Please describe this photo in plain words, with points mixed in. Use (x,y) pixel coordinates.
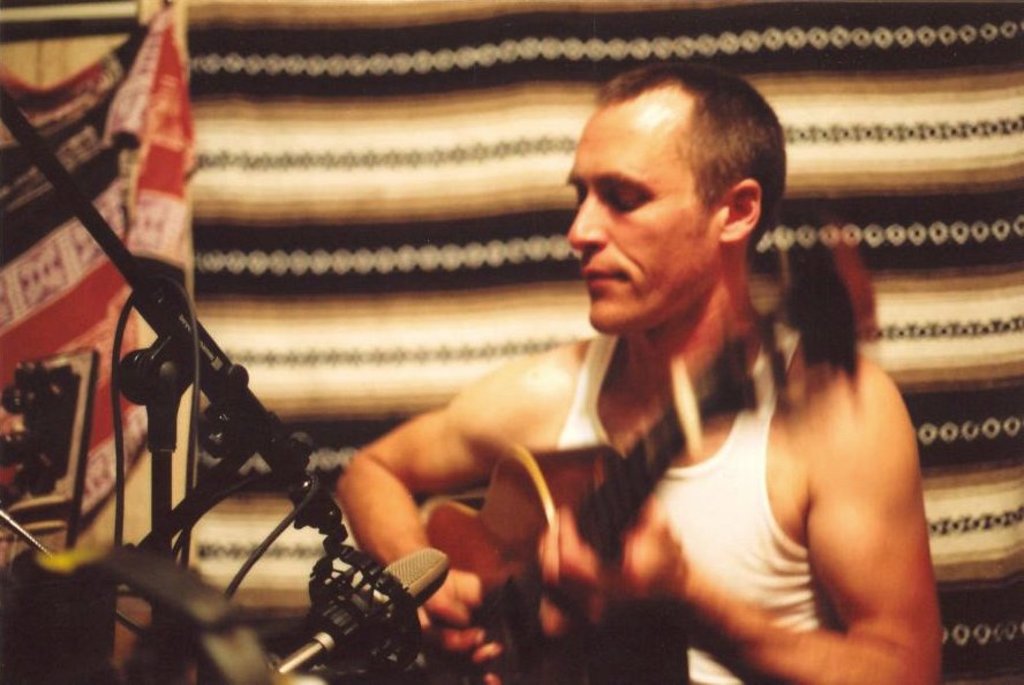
In this image I can see a person (699,625) is playing a guitar (529,505) and also I can see microphones (422,555) on stands (172,435). In the background (229,173), I can see a wall (268,188) and cloth (147,206). This image is taken may be during the night.
